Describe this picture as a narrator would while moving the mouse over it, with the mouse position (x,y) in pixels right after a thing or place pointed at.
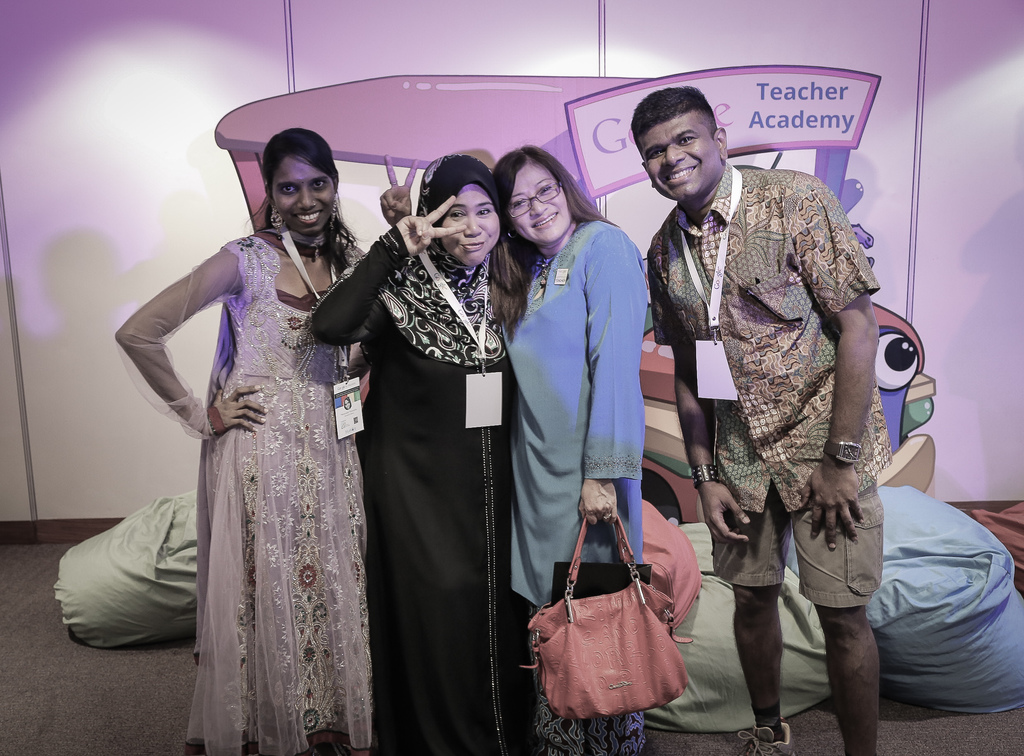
A group of four people (799,262) are posing to camera. Of them three (316,222) are women (471,198) and a man (696,128).
